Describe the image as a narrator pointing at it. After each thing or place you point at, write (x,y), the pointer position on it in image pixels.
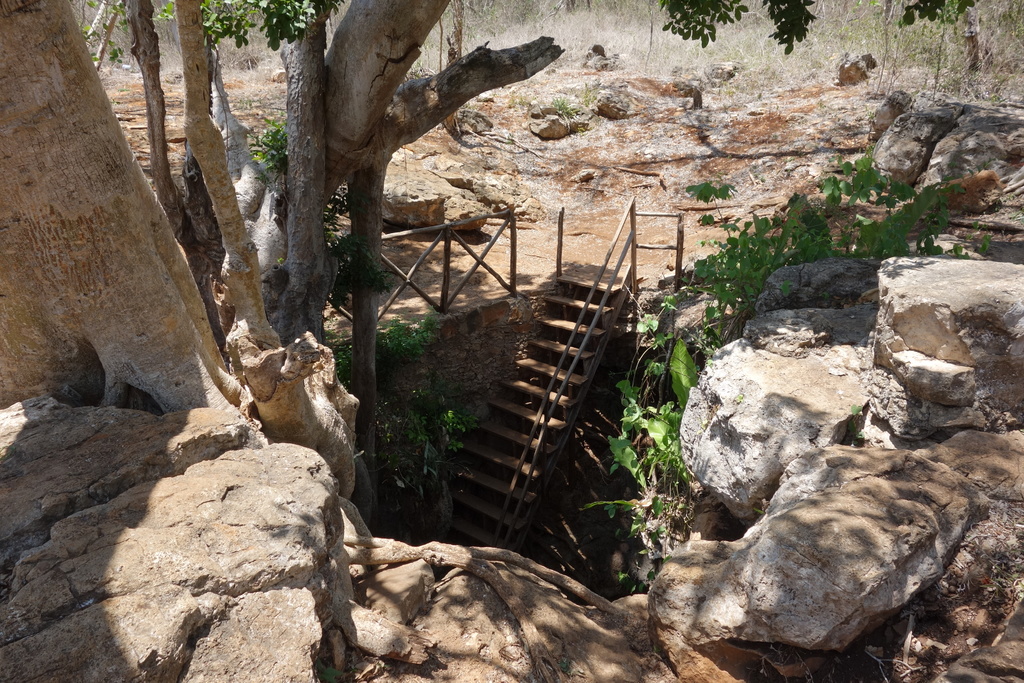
In this image I can see few rocks (733,552), few stairs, trees (313,179) and few green leaves (667,336).
